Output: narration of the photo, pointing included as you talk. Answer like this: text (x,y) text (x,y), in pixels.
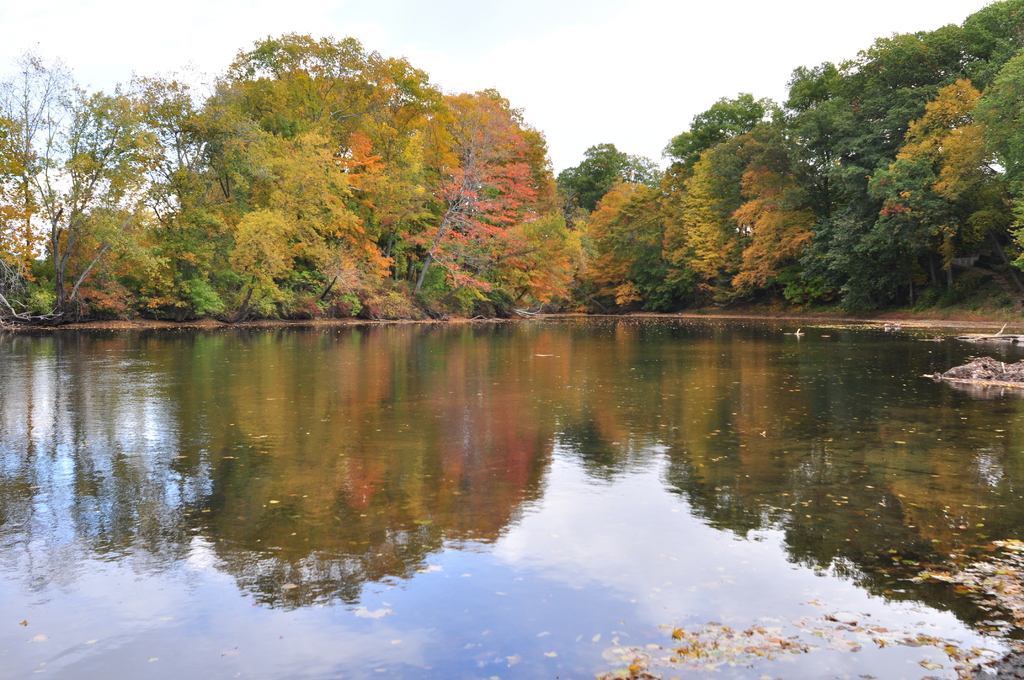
We can see water (433,344). In the background (732,144) we can see trees (531,157) and sky (552,39). On this water (521,591) we can see reflection (470,524) of trees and sky (480,605) with clouds (669,530).
